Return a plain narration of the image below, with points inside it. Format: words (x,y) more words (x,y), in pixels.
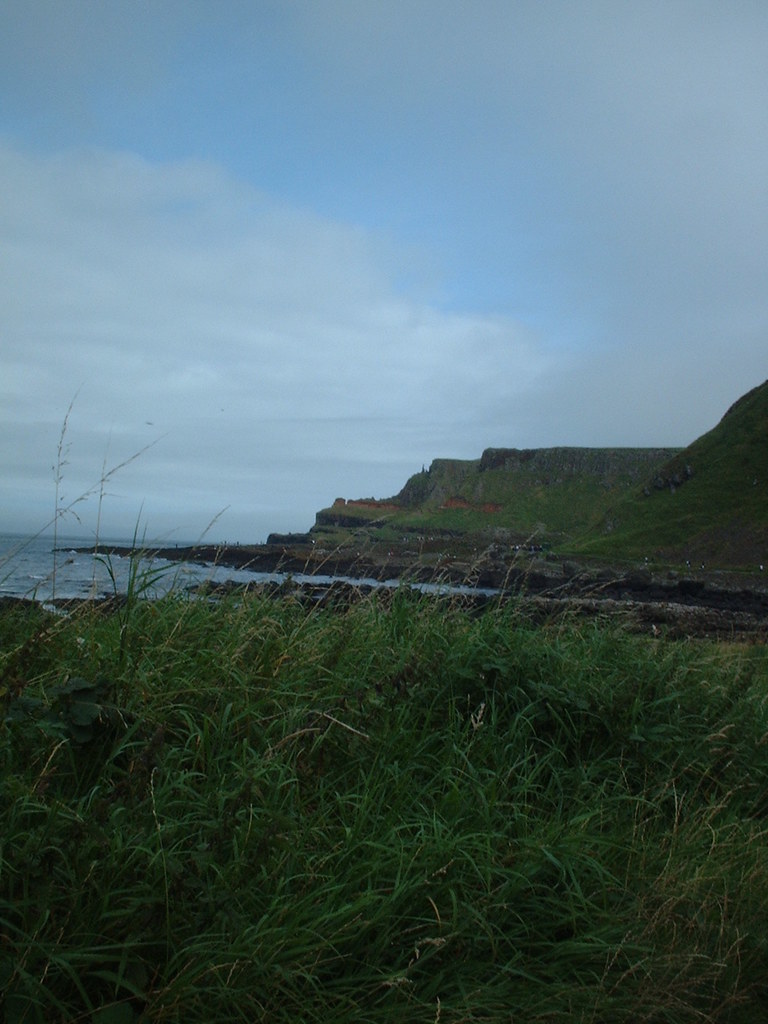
In this I can see at the bottom (523,767) there are plants (317,790), on the left side (75,578) it looks like sea (71,543). At the top (398,277) it is the cloudy sky (455,273).
